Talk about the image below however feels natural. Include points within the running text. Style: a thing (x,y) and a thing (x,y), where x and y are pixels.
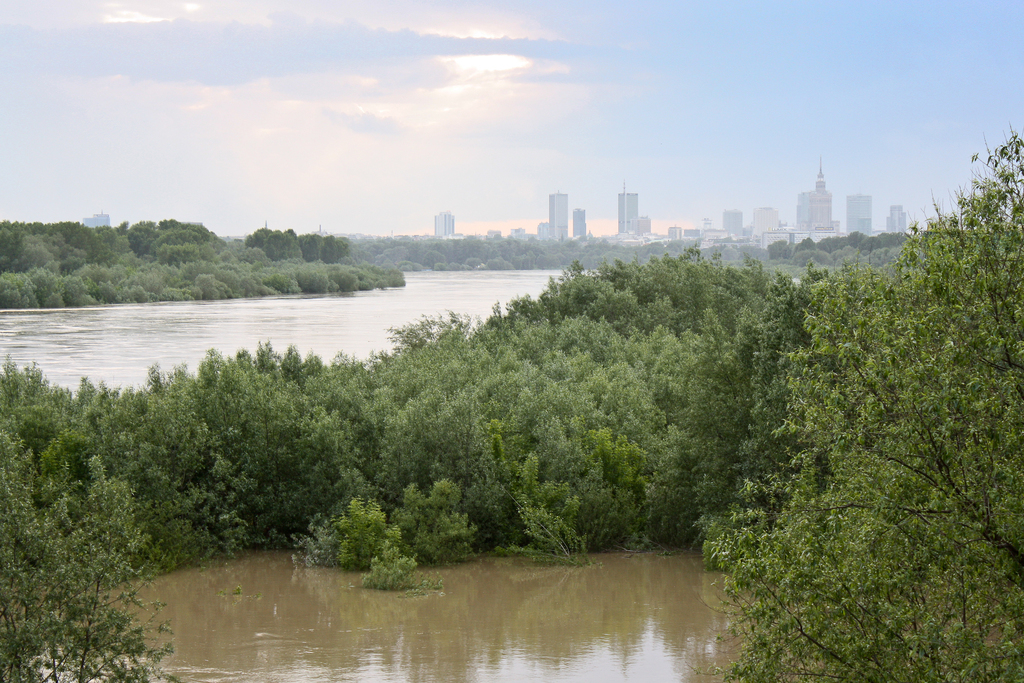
At the bottom (504,647) we can see water (408,644) and there are trees (519,400). In the background (354,285) we can see water (87,317), trees (218,281), buildings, poles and clouds (8,134) in the sky (592,101).
